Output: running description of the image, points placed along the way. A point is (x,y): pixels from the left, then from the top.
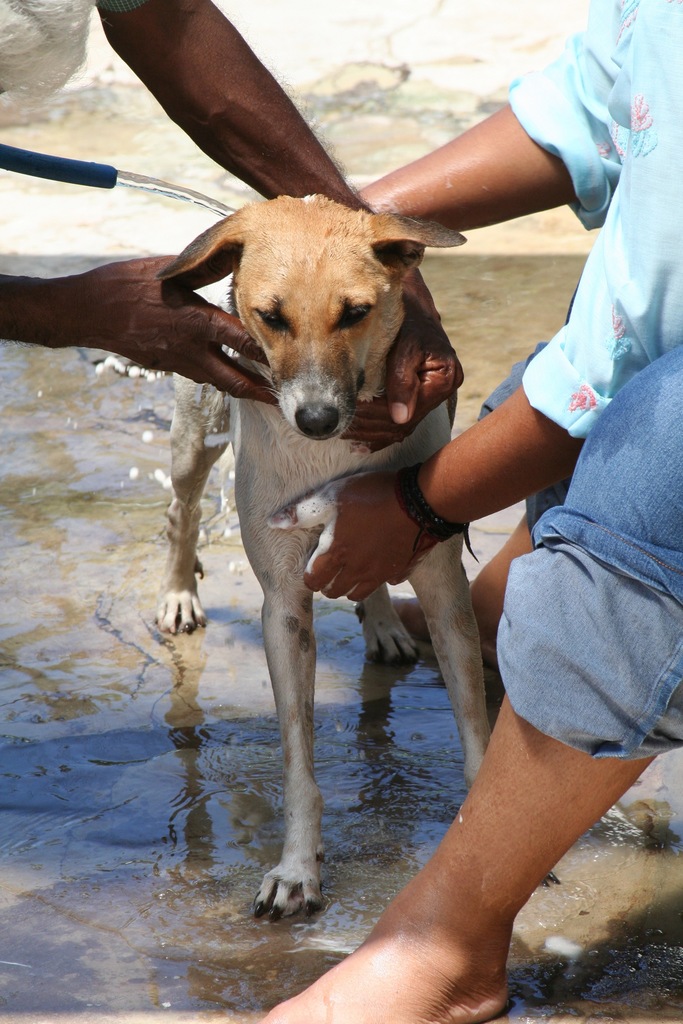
This image consists of a dog (263,497). There are some persons (240,322) in this image. They are cleaning that dog (309,441).
